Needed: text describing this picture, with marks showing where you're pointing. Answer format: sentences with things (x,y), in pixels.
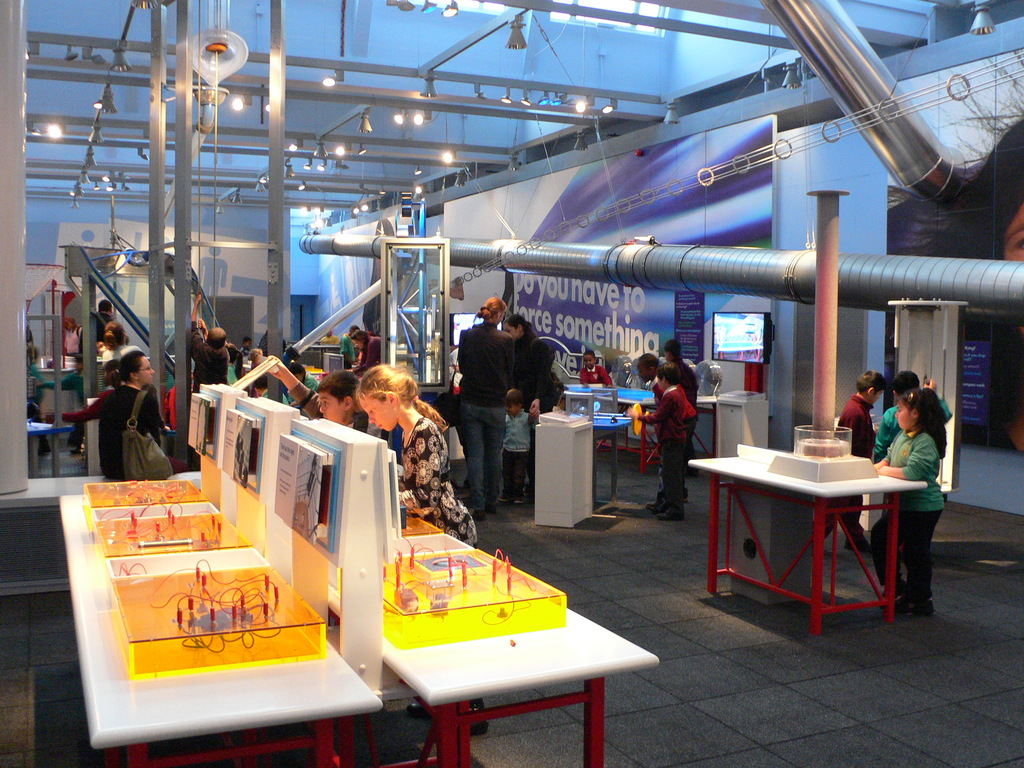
There are so many people (502,385) standing in a room (685,336) operating an electrical boards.
